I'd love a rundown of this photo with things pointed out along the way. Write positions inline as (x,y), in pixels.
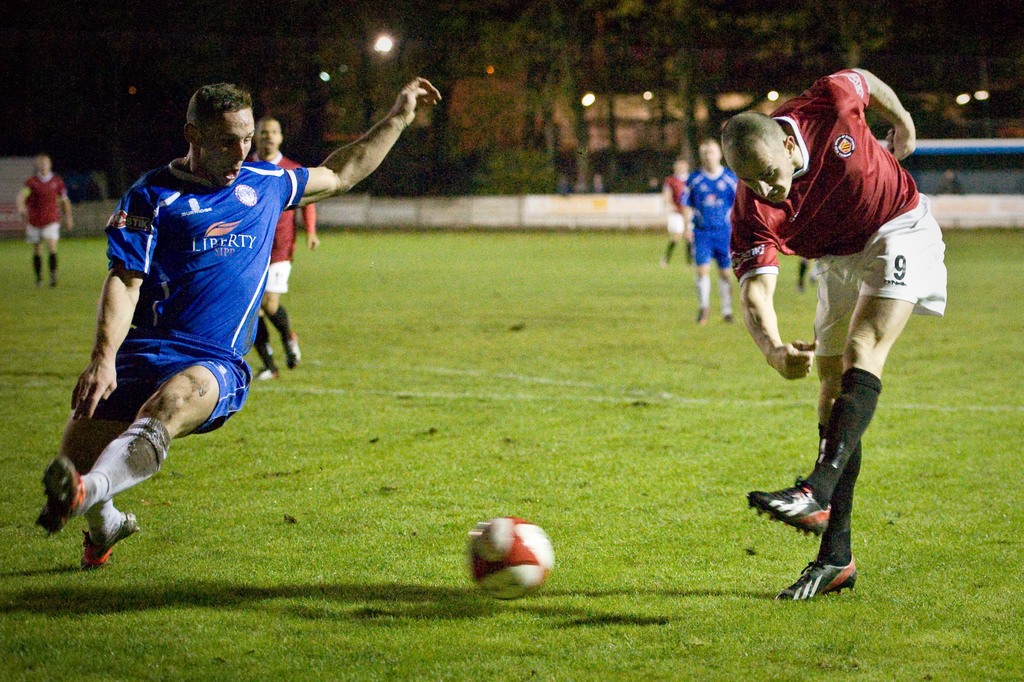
In this image on a ground (89,268) players (846,237) are playing football. In the middle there is a football (492,545). In the background (294,88) there are trees (554,93), buildings (620,103), lights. There is boundary (441,211) around the field (437,535).
